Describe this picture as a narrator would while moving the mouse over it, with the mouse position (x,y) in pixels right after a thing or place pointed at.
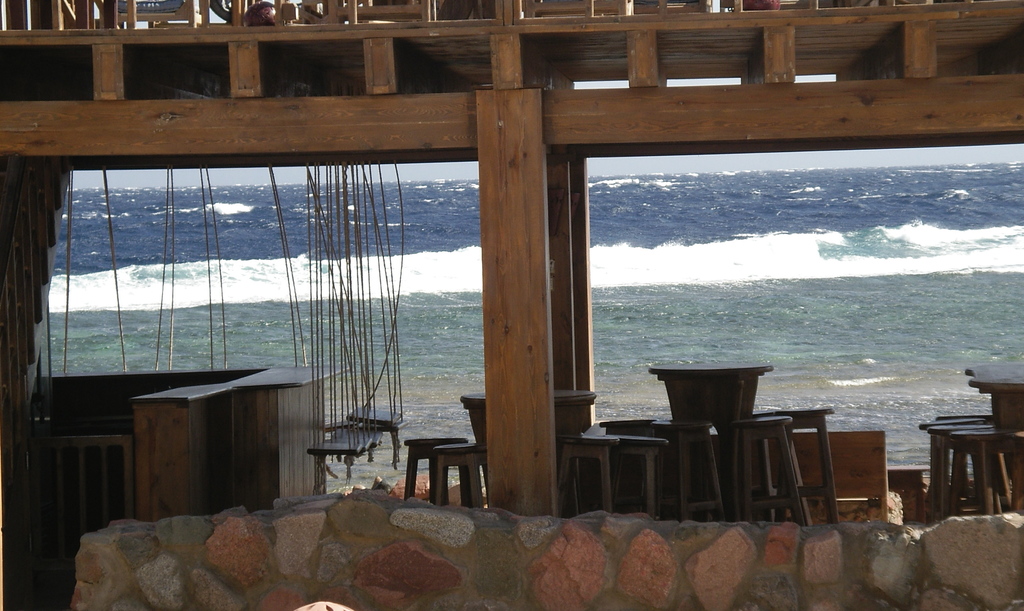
In the foreground of this image (548,568), at the bottom (572,568), there is a stone wall (440,532). In the middle (527,285), there are few wooden pillars (584,320), tables (716,393), stools (655,463), swings (384,426) and the counter desk (188,432). In the background (694,301), there is water (671,184) and the sky (666,166) and it seems like wooden railing (325,11) at the top (396,12).
